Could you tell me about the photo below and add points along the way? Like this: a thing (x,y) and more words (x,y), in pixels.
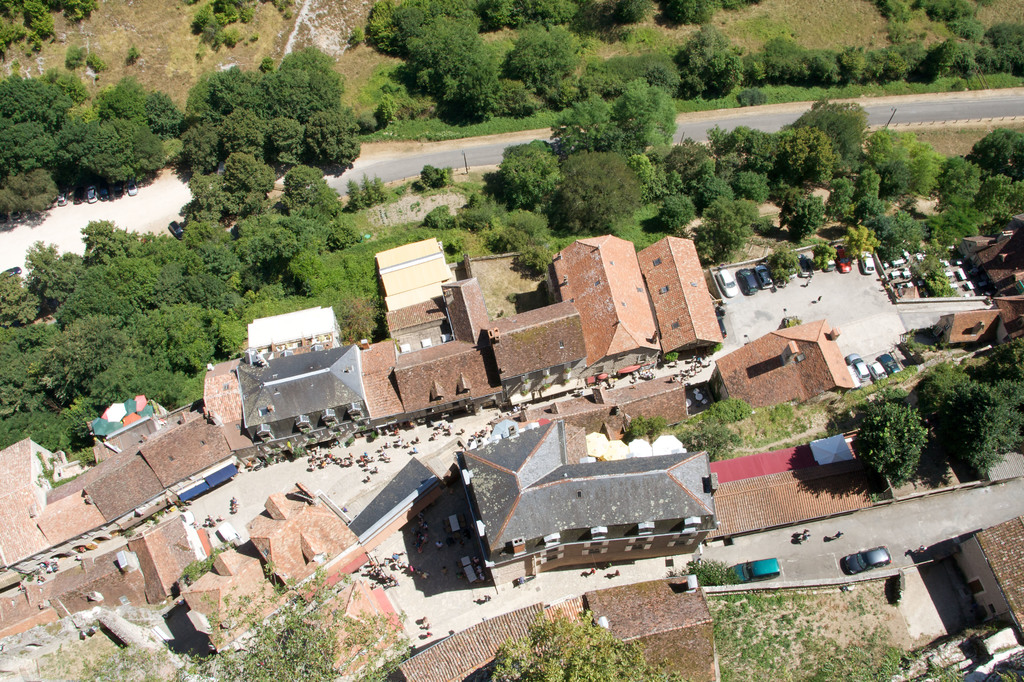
In this image I can see few houses (526,551), trees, few vehicles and few people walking on the road (856,341).
